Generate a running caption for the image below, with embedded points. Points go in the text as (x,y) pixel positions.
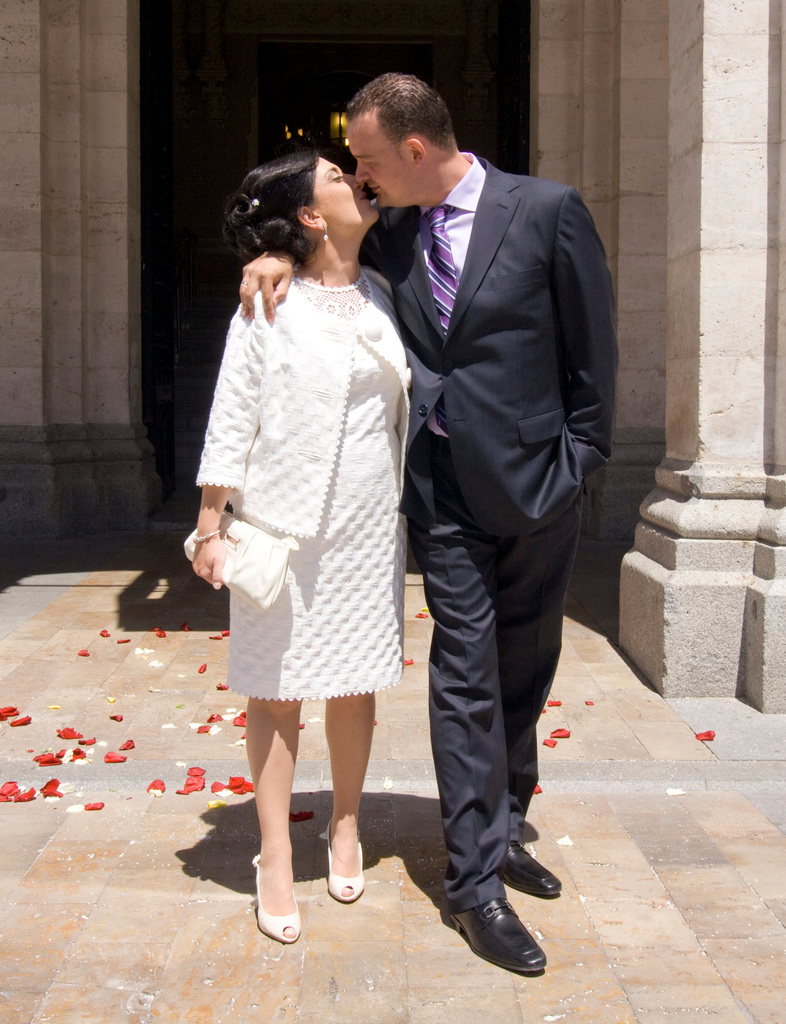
In this image we can see a man (462,630) and a woman (358,670) standing on the ground (385,840) holding each other. In that the woman (390,655) is holding a purse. We can also see some rose petals (160,784) on the surface (184,756). On the backside (131,263) we can see some pillars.
